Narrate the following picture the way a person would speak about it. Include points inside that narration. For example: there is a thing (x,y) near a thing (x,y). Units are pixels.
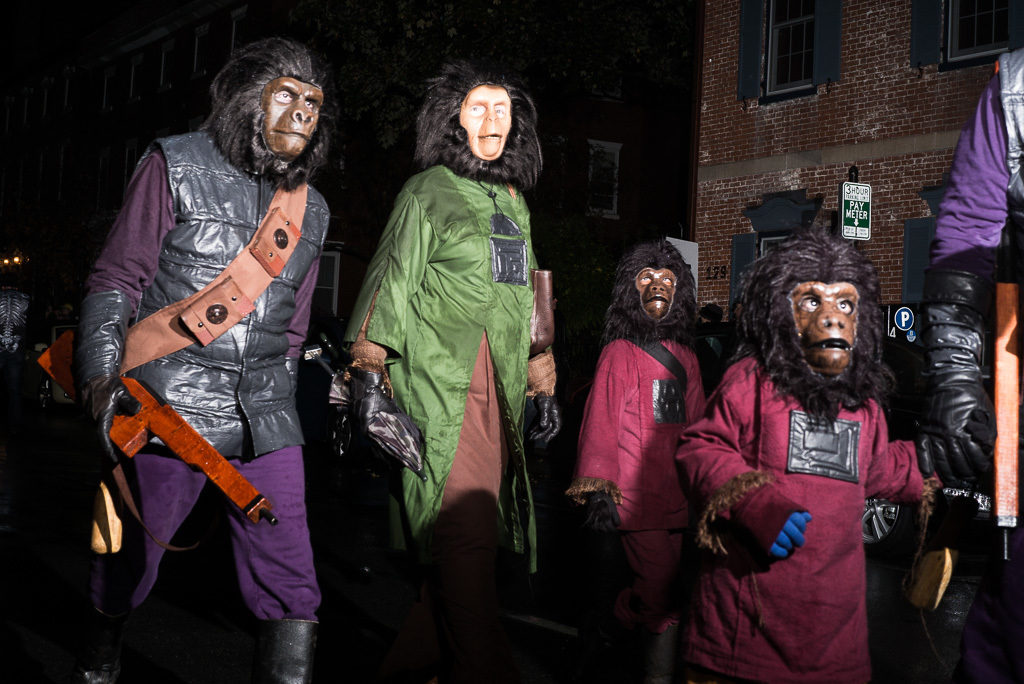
In the image in the center (379,295), we can see a few people (443,385) are standing and they are in different costumes (591,390). And they are in monkey mask (864,371). In the background (911,94) we can see buildings (834,52), sign boards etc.
